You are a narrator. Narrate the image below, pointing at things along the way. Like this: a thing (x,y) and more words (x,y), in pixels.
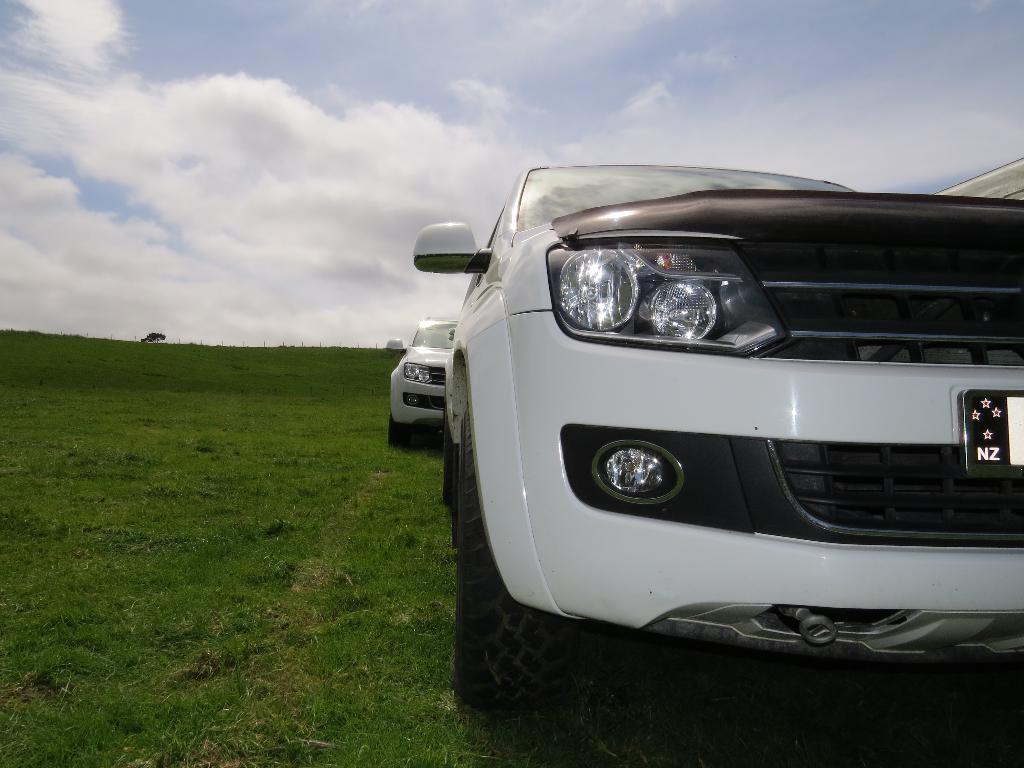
In the image in the center (461,349), we can see two cars (588,446), which are in white color. In the background (852,127), we can see the sky (423,159), clouds (283,248) and grass (260,394).
